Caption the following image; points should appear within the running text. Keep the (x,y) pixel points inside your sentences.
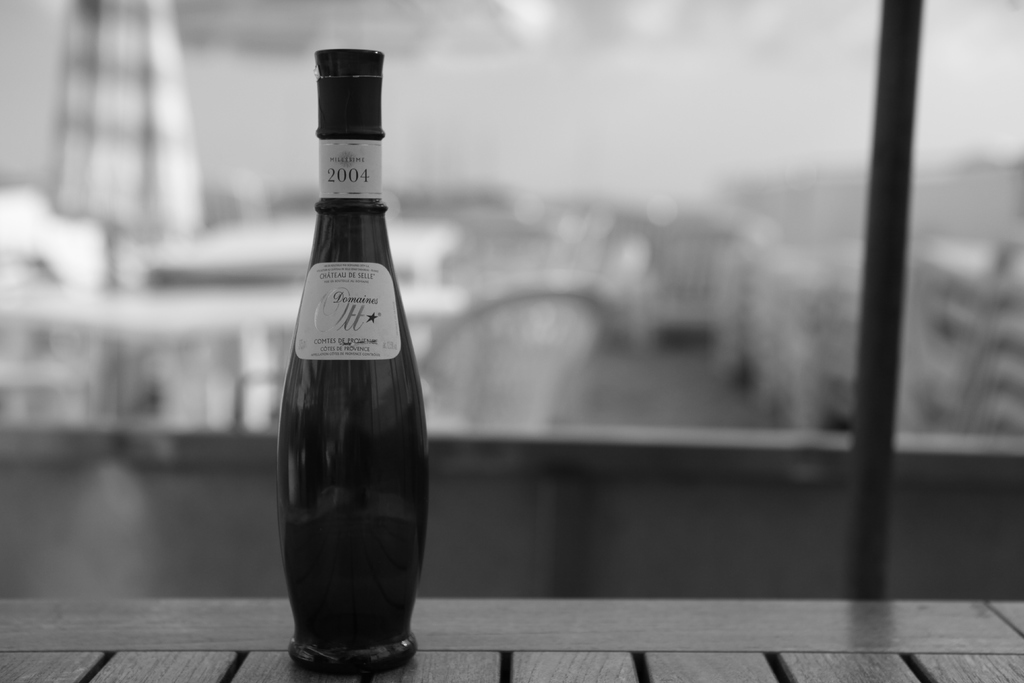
This is a black and white image. In this image, we can see a table (1013,635), on the left side of the table (456,661), we can see a black color bottle (388,528). In the background (588,194), we can see a glass window (931,200), outside of the glass window (747,22), we can see white color.
